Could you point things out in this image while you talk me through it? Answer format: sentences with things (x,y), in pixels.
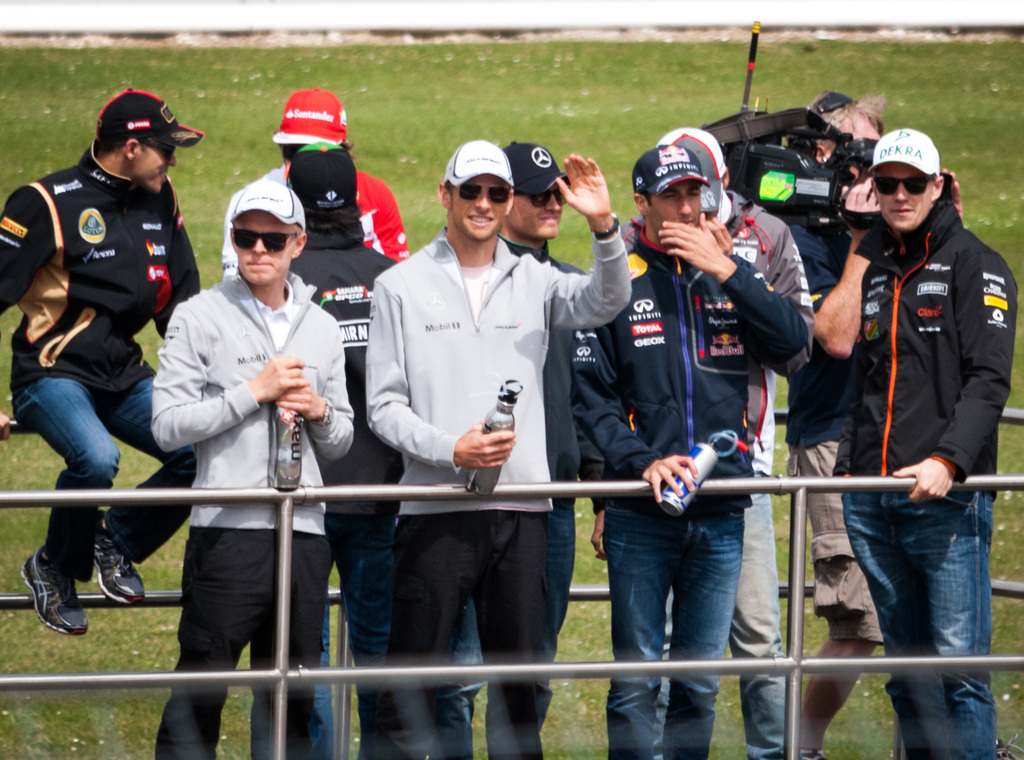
In this picture we can see there is a group of people (353,426) and a man (100,394) is sitting. There are three persons (701,440) holding bottles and another person (806,234) is holding a camera (781,193). Behind the people (469,258) there are iron grilles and grass (488,112).
